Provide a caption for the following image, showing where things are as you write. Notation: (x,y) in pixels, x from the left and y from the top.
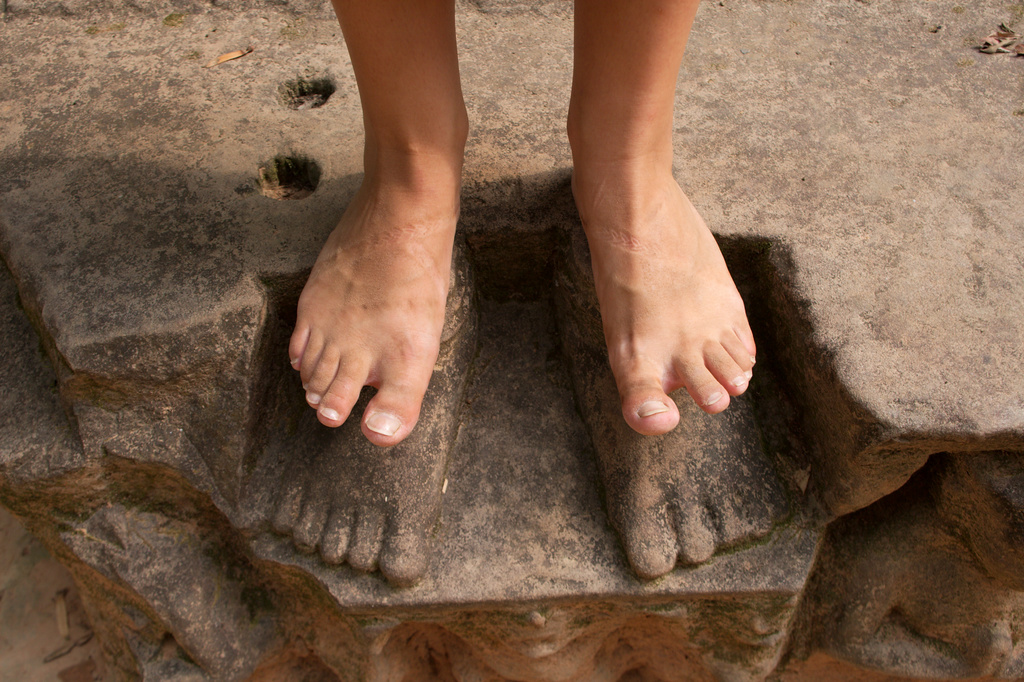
In this image I can see a person (429,275) standing on the rock (596,446).
